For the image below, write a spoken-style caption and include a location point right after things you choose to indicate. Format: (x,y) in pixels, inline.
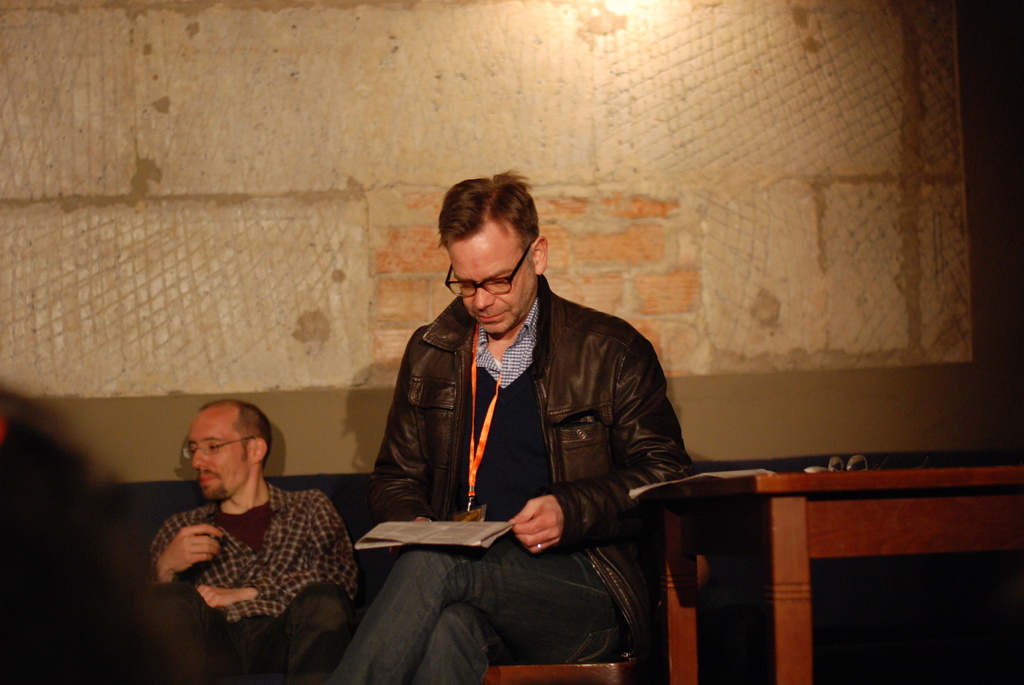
In this image, we can see people (333,568) sitting and wearing glasses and one of them is wearing an id card (475,462) and holding a paper (470,530) and on the right (774,570), there is a table (744,503) and we can see some objects (741,476) are placed on the table (812,516). In the background (500,163), there is a wall (535,185).
